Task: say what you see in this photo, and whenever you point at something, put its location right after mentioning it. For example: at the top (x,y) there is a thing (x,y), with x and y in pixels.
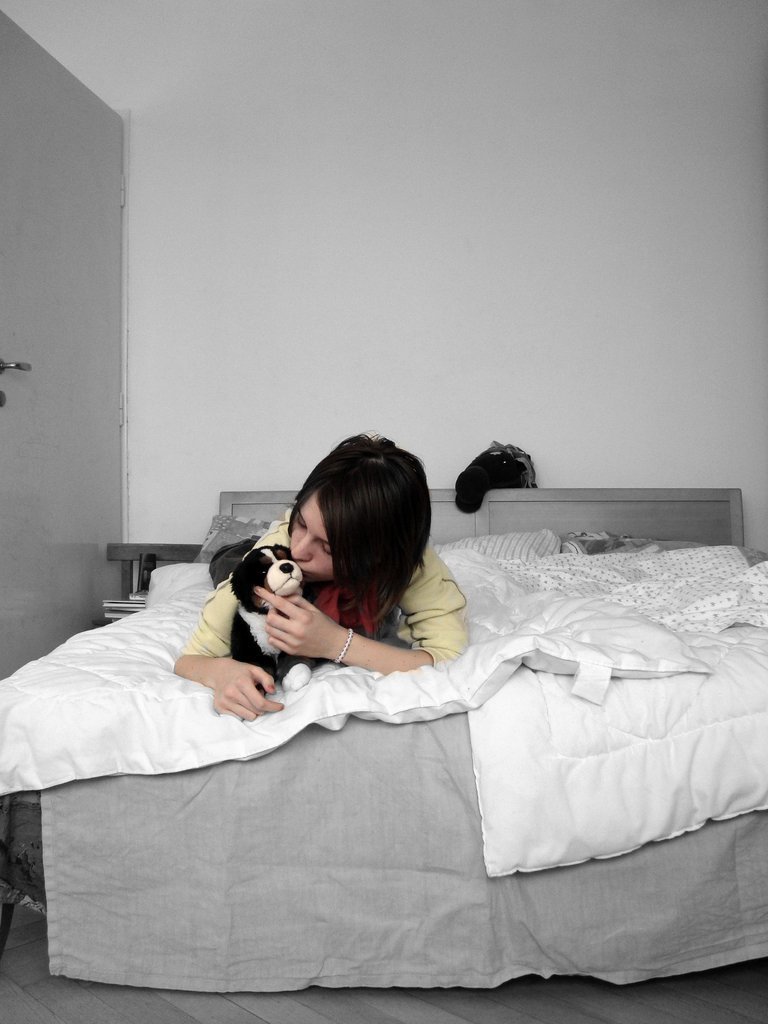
This picture is clicked inside the room (246,405). The girl (408,586) in yellow T-shirt (415,597) is lying on the bed (340,825). She is holding a black dog (286,566) or a stuffed toy (248,604) in her hands (251,683) and she is kissing it. Beside her, we see white blankets (641,577) and a pillow (520,532). In the background (536,170), we see a white wall (376,187). On the left side (86,316), we see a grey door (82,479).
